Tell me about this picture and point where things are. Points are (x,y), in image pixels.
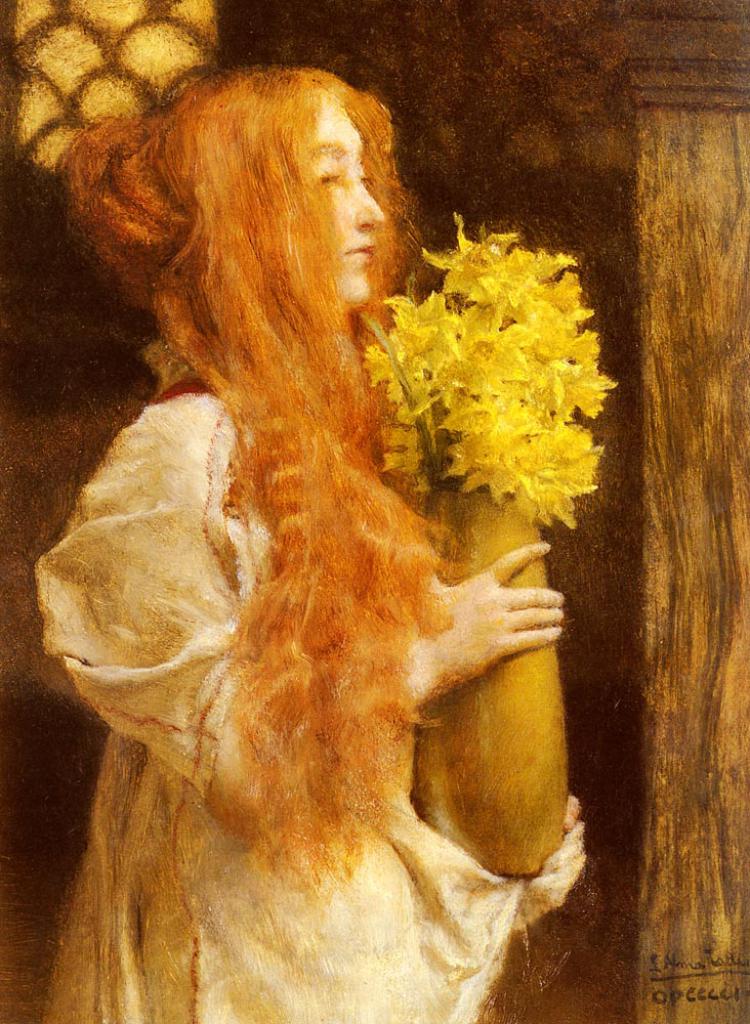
There is a painting (171,621), in which, there is a woman (307,270) in white color dress (288,947), holding a flower vase (452,693), which is having yellow color flowers (503,443), near wooden pillar (683,130). In the background (479,156), there are other objects (43,57).
